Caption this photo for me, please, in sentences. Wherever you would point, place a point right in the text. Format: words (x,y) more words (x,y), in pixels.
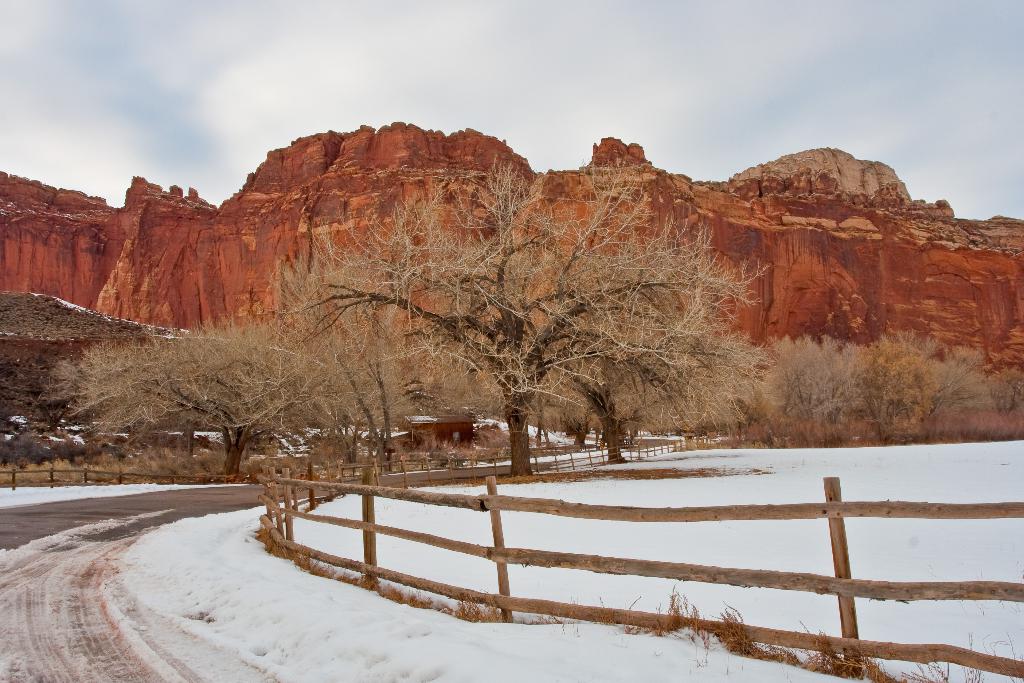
In this picture, we can see the ground (633,600) with snow (581,599), and we can see path (1,592), fencing (357,561), houses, trees (439,382), mountains (244,316), and the sky (564,129) with clouds (564,129).
